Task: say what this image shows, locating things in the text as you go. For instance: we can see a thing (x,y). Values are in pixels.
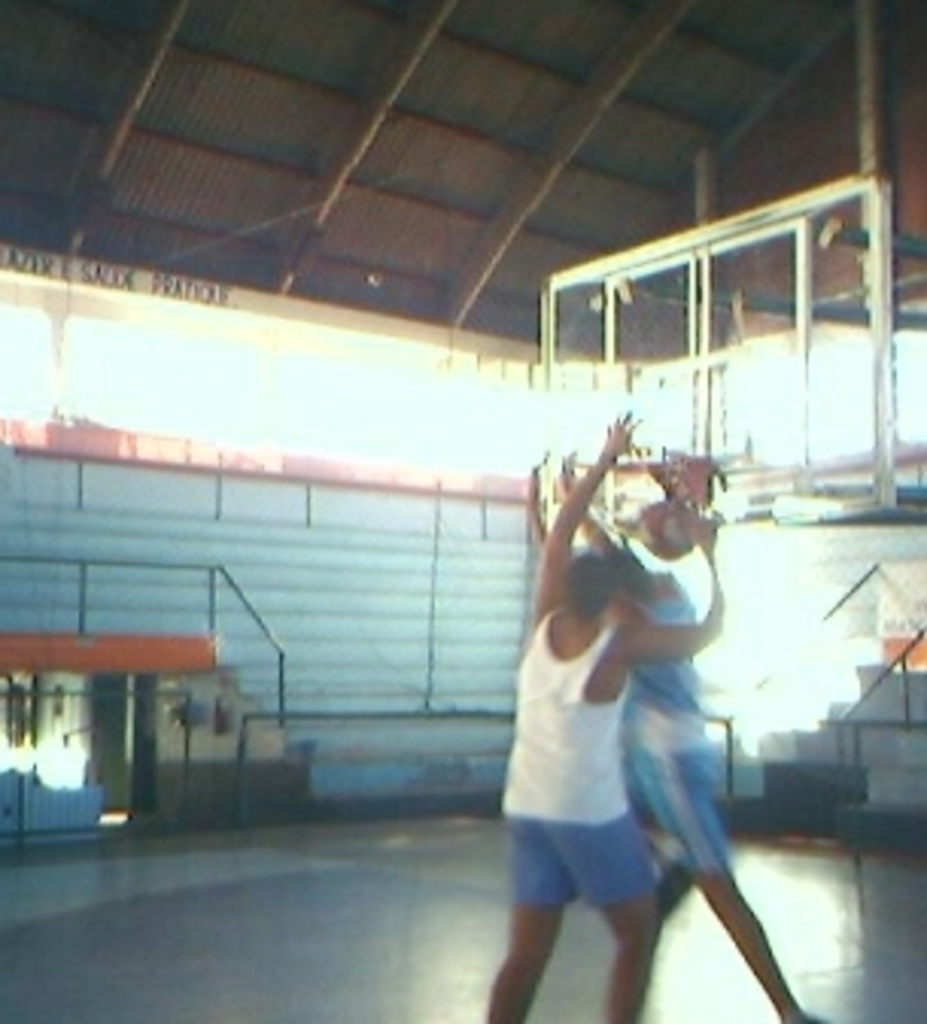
In this picture we can see two players (661,574) playing basketball. On the right (821,372) there is basketball net (692,419). In the background (209,587) we can see staircase (239,642), railing (729,728), wall (103,453), windows (433,410) and other objects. At the top (333,138) there is roof (323,122).
